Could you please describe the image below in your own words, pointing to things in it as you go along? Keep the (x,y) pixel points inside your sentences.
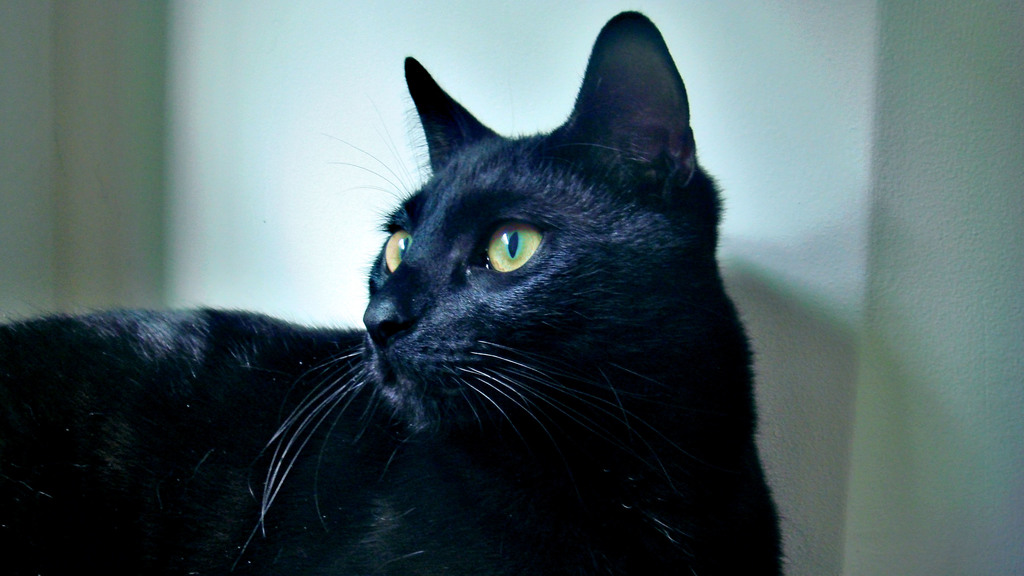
In this image I can see a black color cat (306,398) and background (299,21) is in white color.
